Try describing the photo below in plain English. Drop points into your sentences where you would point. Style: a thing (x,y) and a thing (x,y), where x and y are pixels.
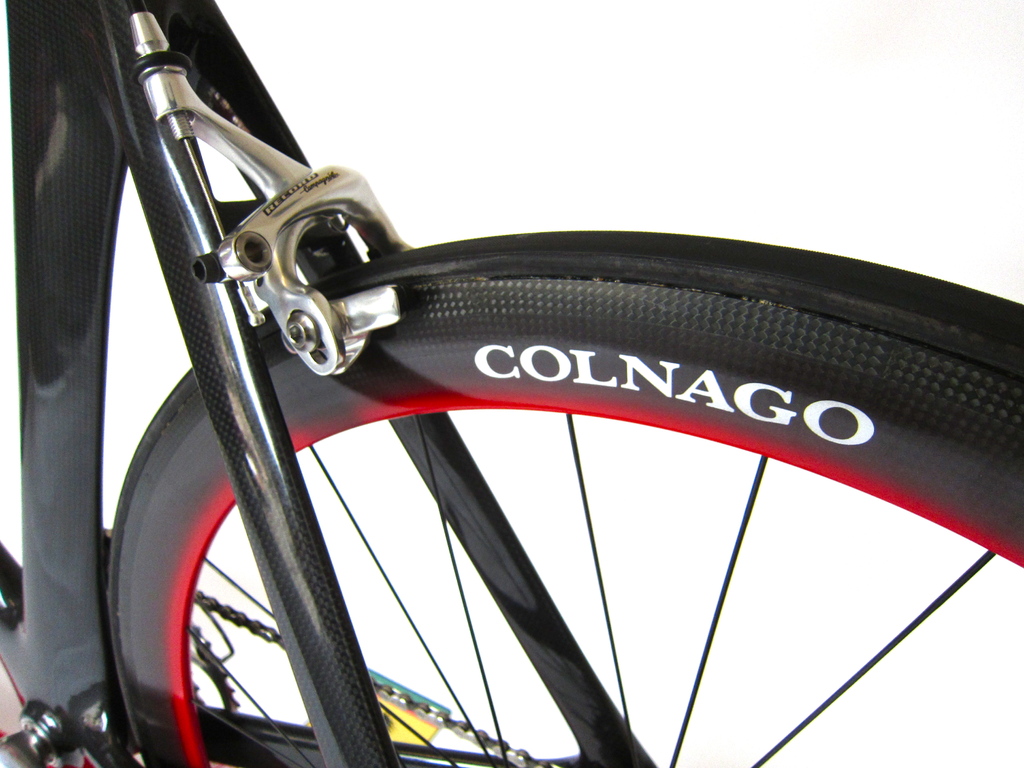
This is a zoomed image. In this image we can see a bicycle (324,390).
